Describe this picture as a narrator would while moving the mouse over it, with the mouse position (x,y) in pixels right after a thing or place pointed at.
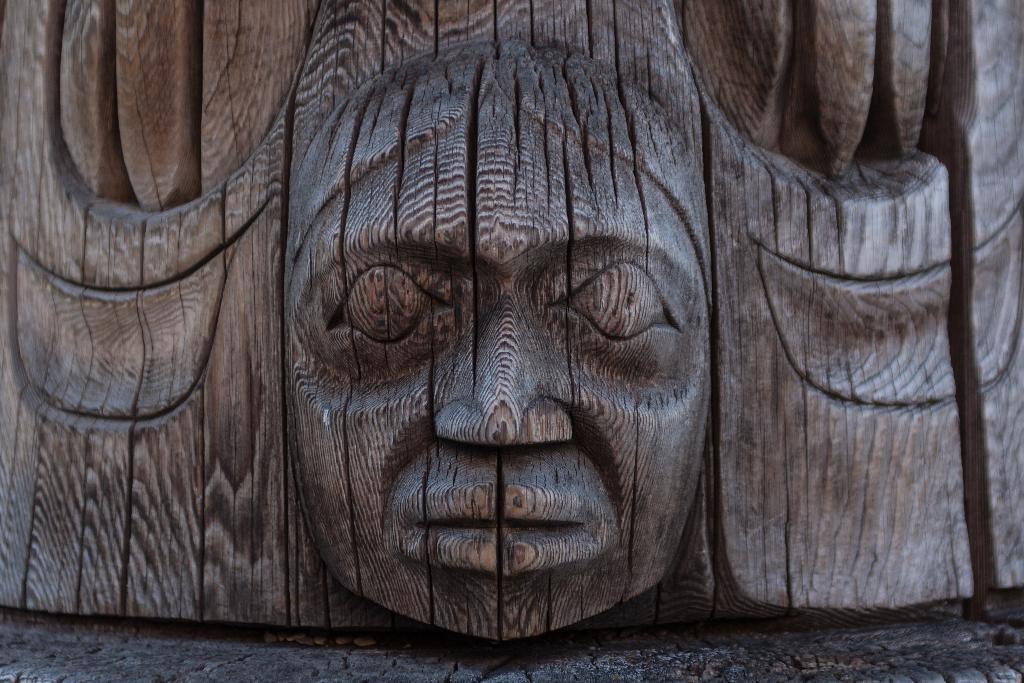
In this picture we can see the carving (293,174) on wood (682,60). At the bottom of the image (465,657) we can see the floor (693,649).
